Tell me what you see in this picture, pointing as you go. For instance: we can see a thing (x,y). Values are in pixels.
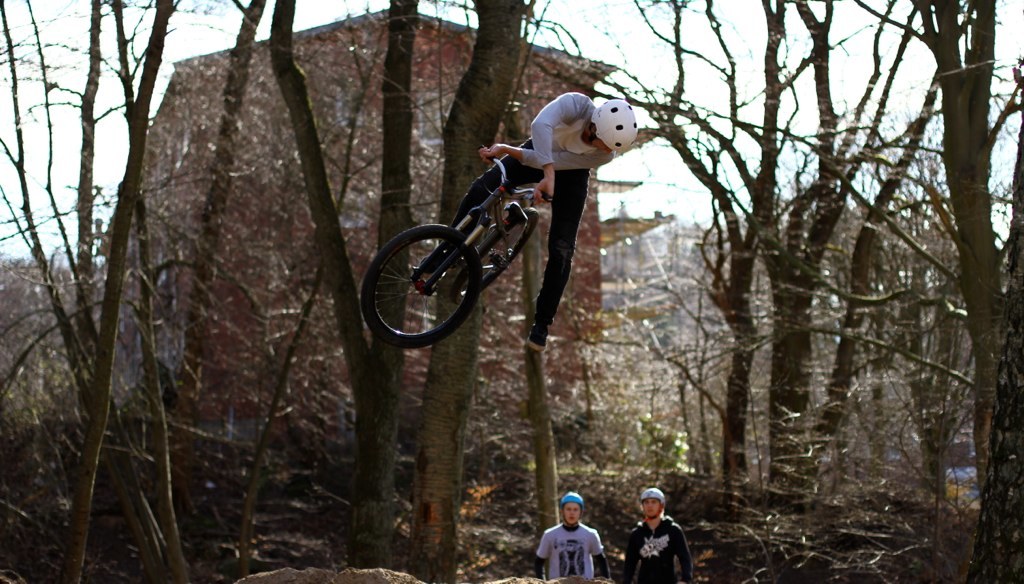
In this image there are people (562,126), there is a bicycle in the foreground (504,154). There are dry trees (996,356), it looks like a building (318,100) in the background (435,113). And there is sky (631,2) at the top (168,44).
